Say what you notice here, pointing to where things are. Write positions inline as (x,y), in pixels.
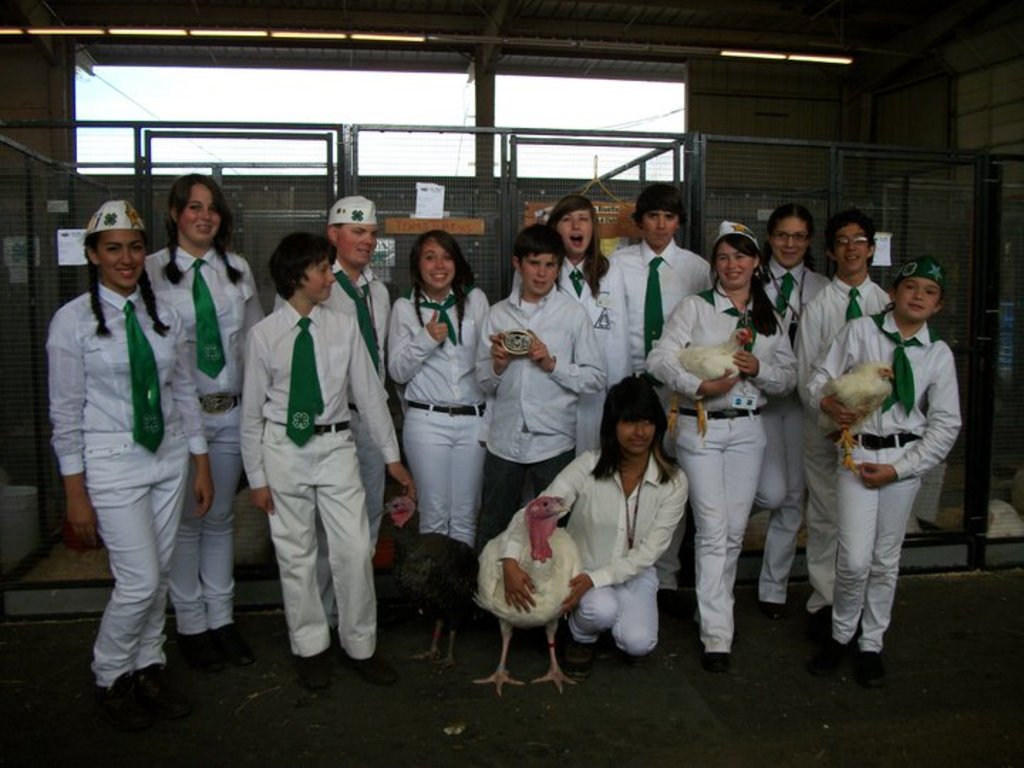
In the image we can see there are people (367,312) standing, wearing clothes (473,382), tie (298,363) and some of them are wearing a cap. This girl (634,516) is sitting on the knee (611,612), these are the birds (491,563), footpath (831,690), fence (461,179), light (803,61) and white sky (350,106).
